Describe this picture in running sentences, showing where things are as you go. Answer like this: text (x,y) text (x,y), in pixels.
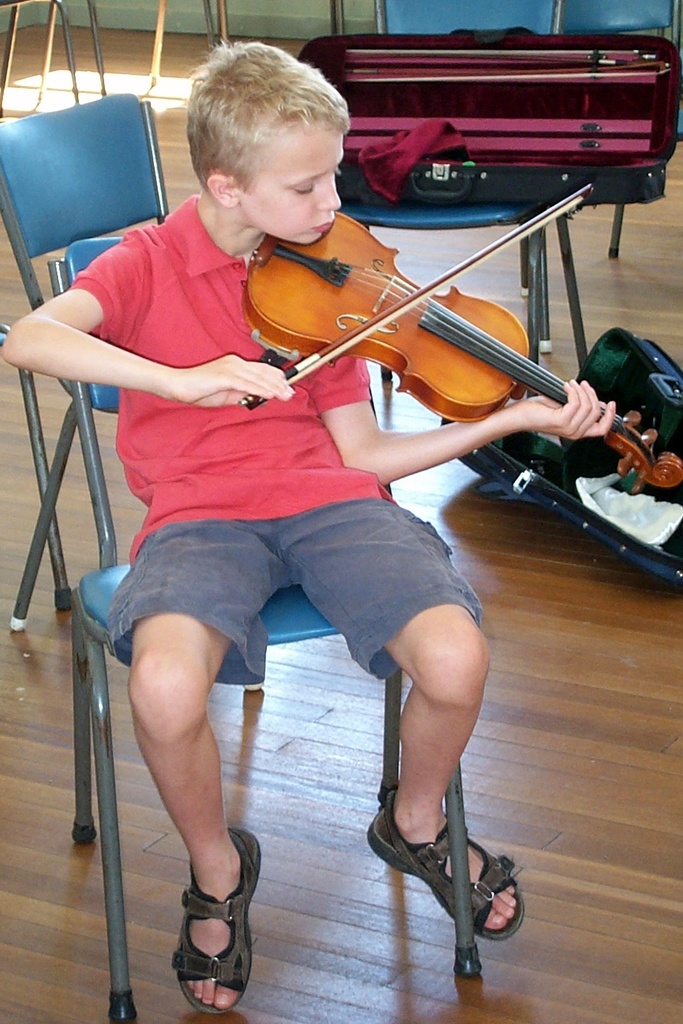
The image is inside the room (330,676). In the image there is a boy (281,492) sitting on chair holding his violin (378,339) and playing it. On right side (460,171) there is another chair (447,211), on chair (450,216) there some suitcase (440,119).
